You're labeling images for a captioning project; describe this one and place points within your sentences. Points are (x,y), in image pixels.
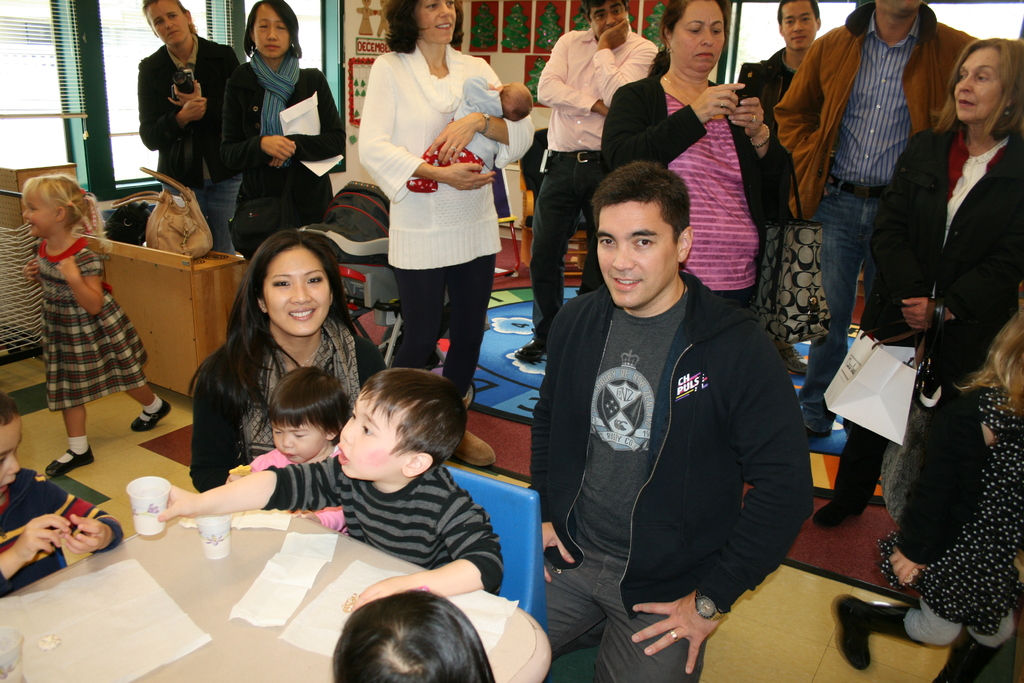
There are children (49,519) sitting on chairs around the table (267,548) on which, there are cups (10,646) and white color papers (268,573). In the background (145,390), there are other persons (615,37) in different color dresses (1000,309) on the floor (878,513), there are photo frames (586,26) arranged on the wall (517,73), there are glass windows (201,4) and there are other objects (14,215).
